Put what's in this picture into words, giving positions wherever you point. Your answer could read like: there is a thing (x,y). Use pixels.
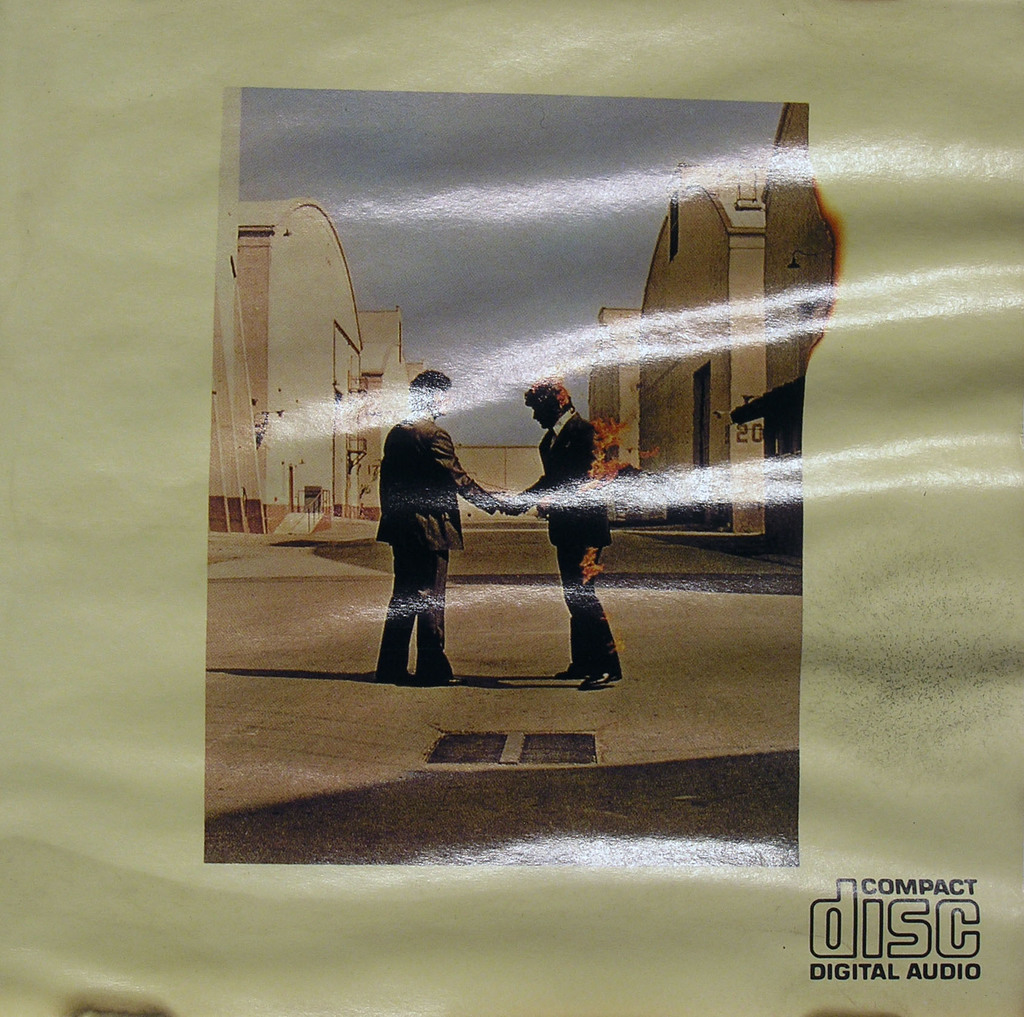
In this image we can see depictions (441,525) of persons (428,531) and buildings (336,454) on the paper (383,432). There is some text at the bottom of the image (956,935).
